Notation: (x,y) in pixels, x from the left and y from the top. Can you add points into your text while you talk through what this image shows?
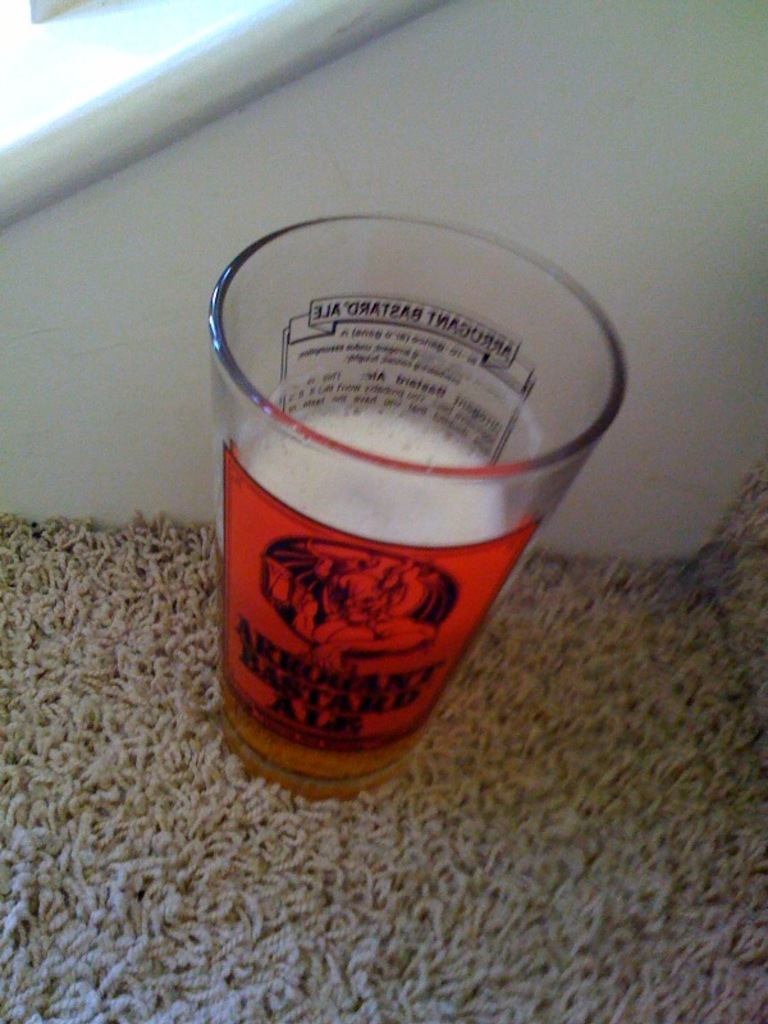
In the picture we can see a glass (534,287) on the floor mat (54,674) with a drink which is golden in color and on the glass (552,339) we can see some print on it and in the background (44,411) we can see a wall (115,379) which is white in color.
